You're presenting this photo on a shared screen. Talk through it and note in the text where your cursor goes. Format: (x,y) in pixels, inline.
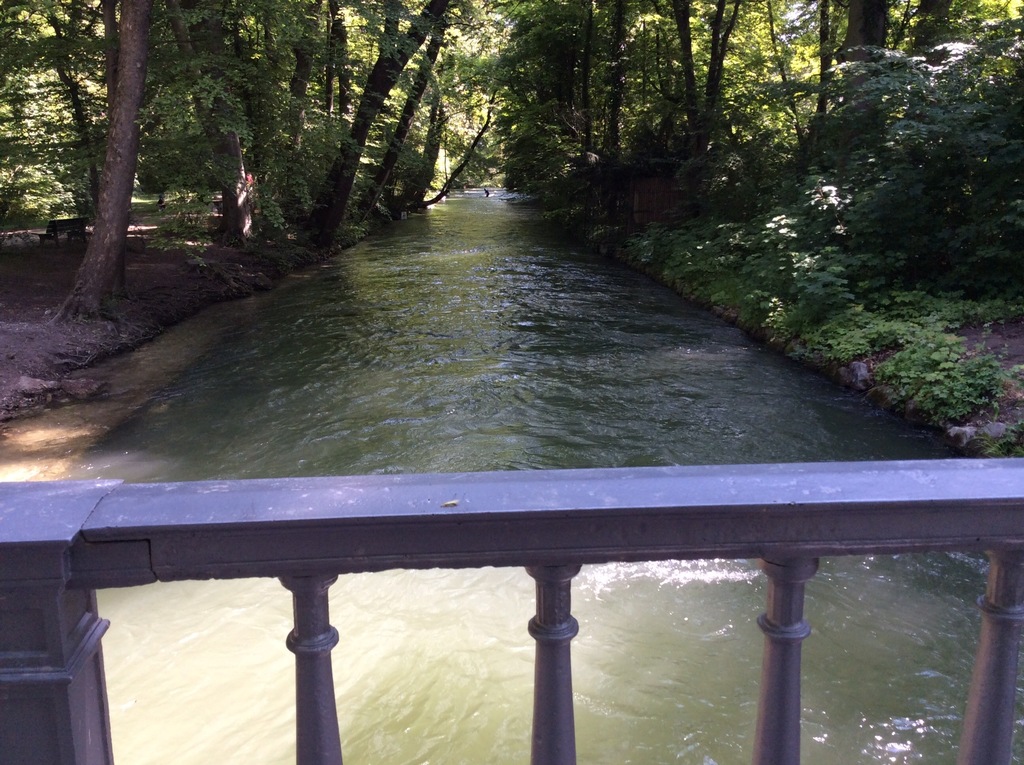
In this image we can see the water (493,199) and there are some plants (963,187) and trees (733,144) and there is a bench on the left side of the image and we can see the railing (106,547).
